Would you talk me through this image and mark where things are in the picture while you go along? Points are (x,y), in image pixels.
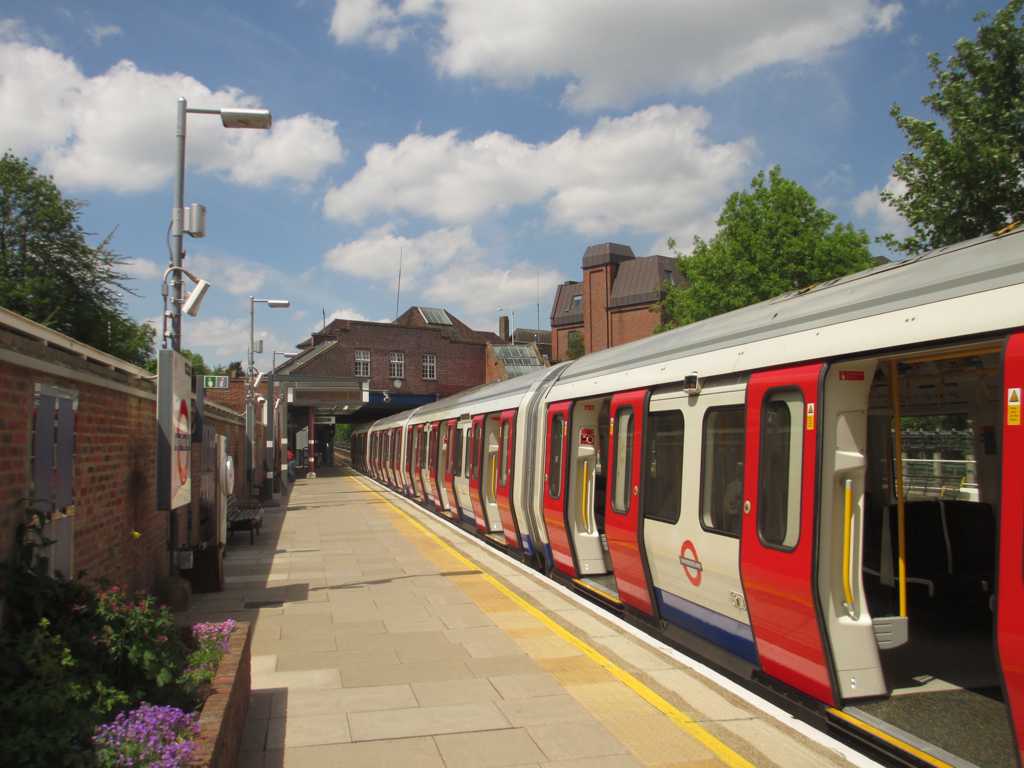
In this image I can see the train (759,447) in red and gray color and I can see few flowers (157,746) in purple color, trees (20,236) in green color, few light poles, buildings (343,320) and the sky (460,85) is in blue and white color.
